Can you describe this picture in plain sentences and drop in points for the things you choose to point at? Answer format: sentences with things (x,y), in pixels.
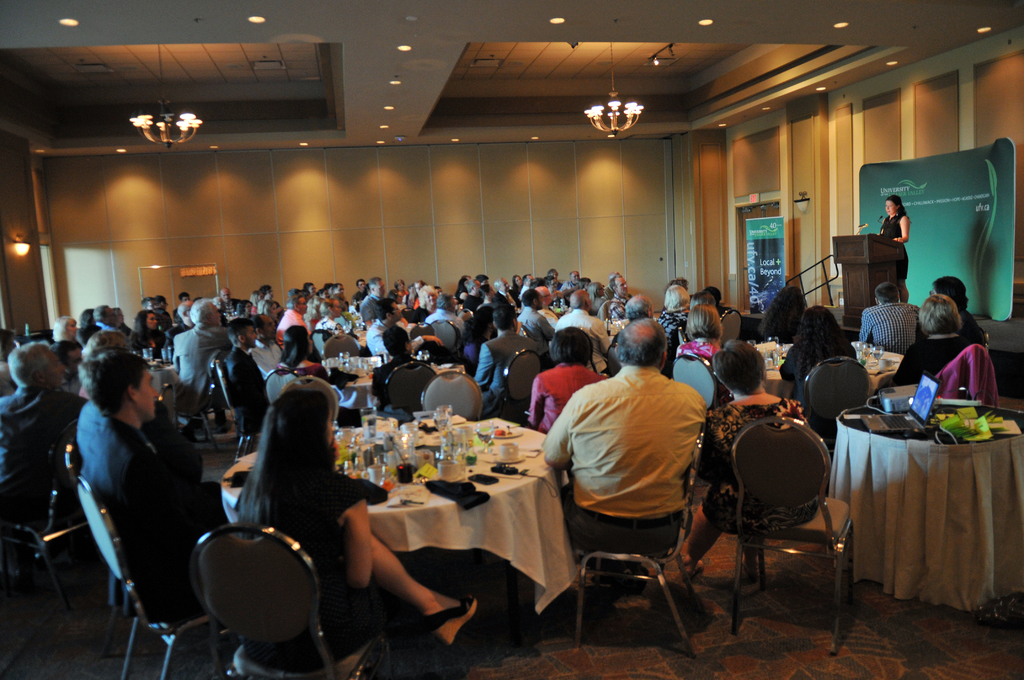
In this image there are group of persons (114,322) sitting on the chairs (467,378) in a room (830,234) at the right side of the image (889,210) there is a person (895,223) wearing black color dress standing behind the wooden block (893,265) on the stage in front of her there is a microphone (880,234).
